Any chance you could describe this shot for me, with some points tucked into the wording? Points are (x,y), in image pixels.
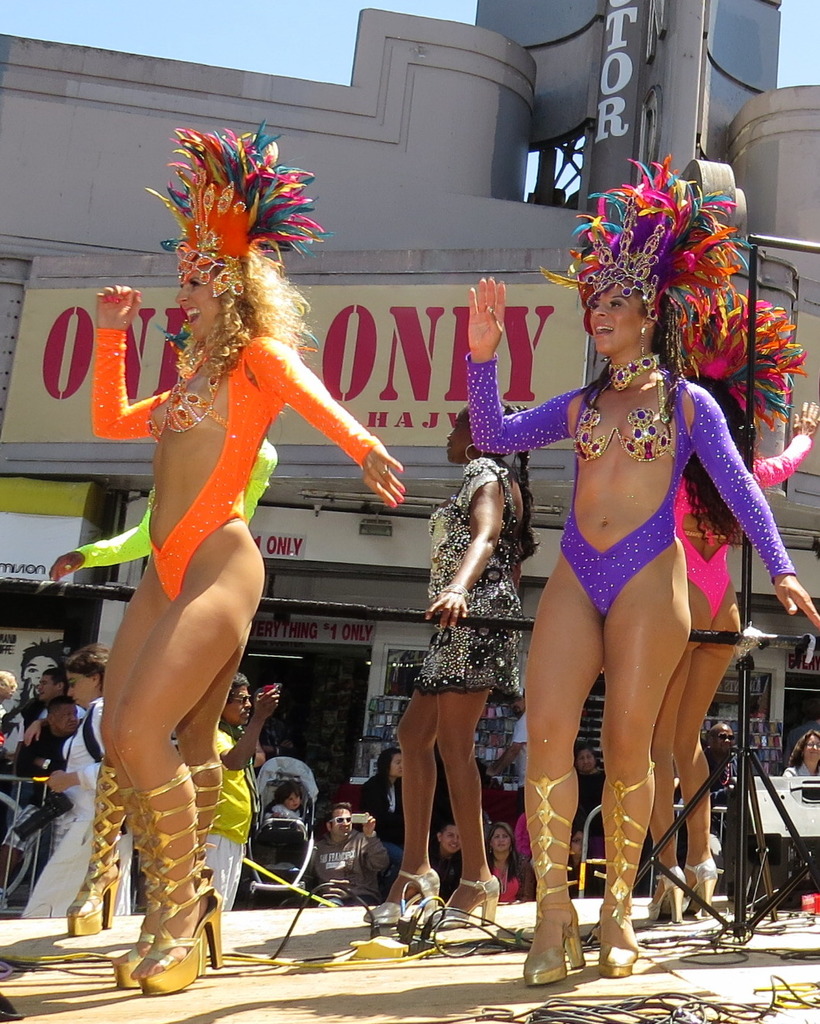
In the image there are a group of women (235,653) performing some activity, they are wearing different costumes (271,465) and around those women (129,725) there are many other people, in the background (58,400) there are some stores (410,407).
